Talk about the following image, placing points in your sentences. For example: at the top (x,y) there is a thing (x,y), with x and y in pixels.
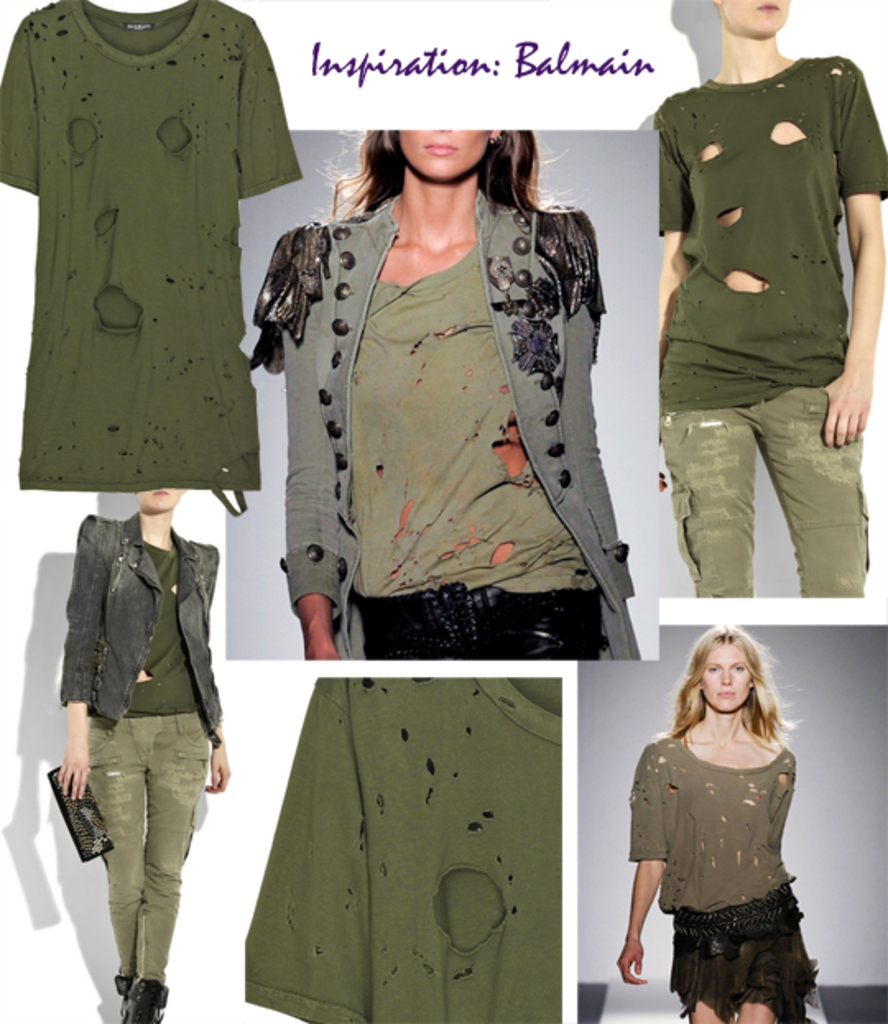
In this picture there are six collage photograph of the girl (357,616) wearing a green color torn t-shirt (178,347) and walking on the ramp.
